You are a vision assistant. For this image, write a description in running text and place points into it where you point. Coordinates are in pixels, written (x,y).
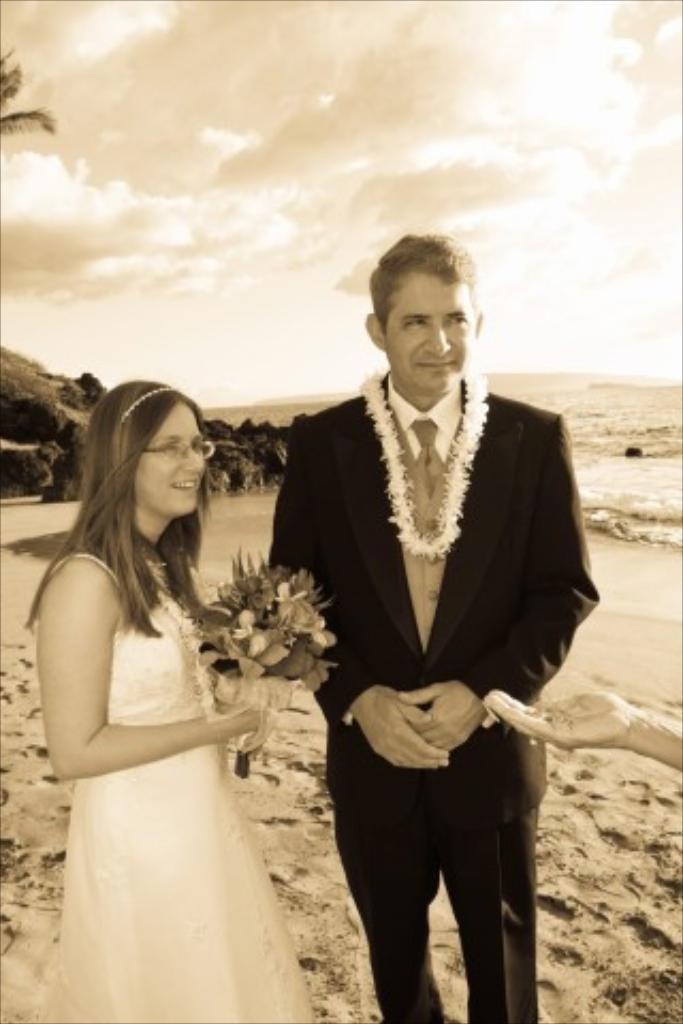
In this picture there is a man (468,523) with black suit (497,486) is standing and there is a garland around his neck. There is a woman (102,702) with white dress (146,870) is holding the hand bouquet (300,601). At the back (612,520) there is a hill (40,442), tree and there is water (644,454). At the top (386,178) there are clouds (397,144). At the bottom (356,953) there is sand (308,946).
